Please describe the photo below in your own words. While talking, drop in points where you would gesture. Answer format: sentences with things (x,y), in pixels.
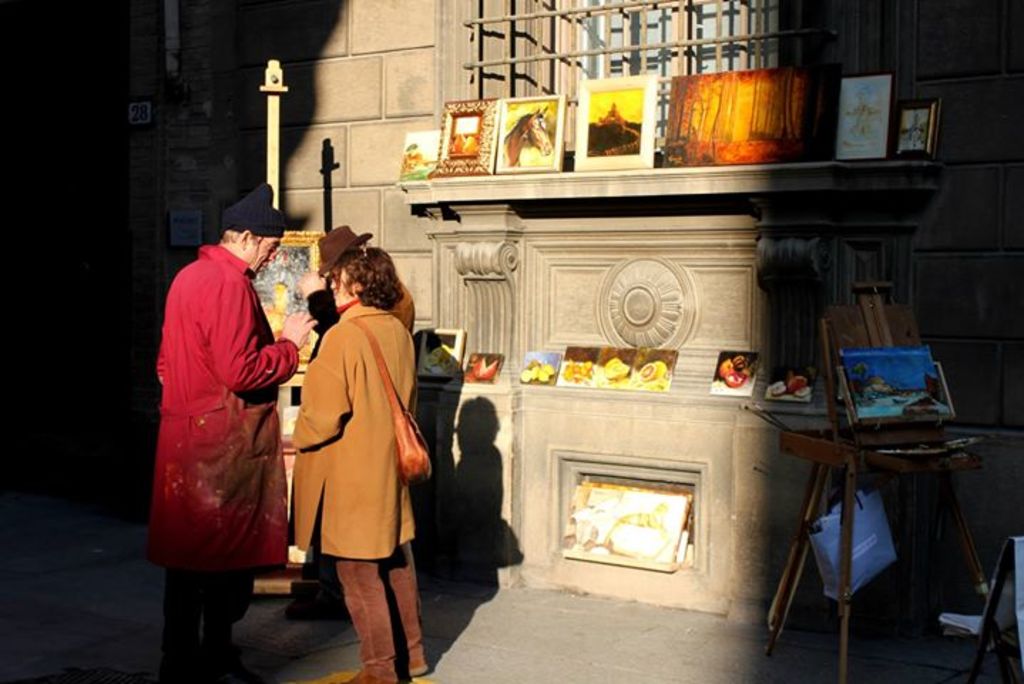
In this picture we can see three persons (233,678) are standing on the road (598,635). This is wall (590,235) and there are frames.
